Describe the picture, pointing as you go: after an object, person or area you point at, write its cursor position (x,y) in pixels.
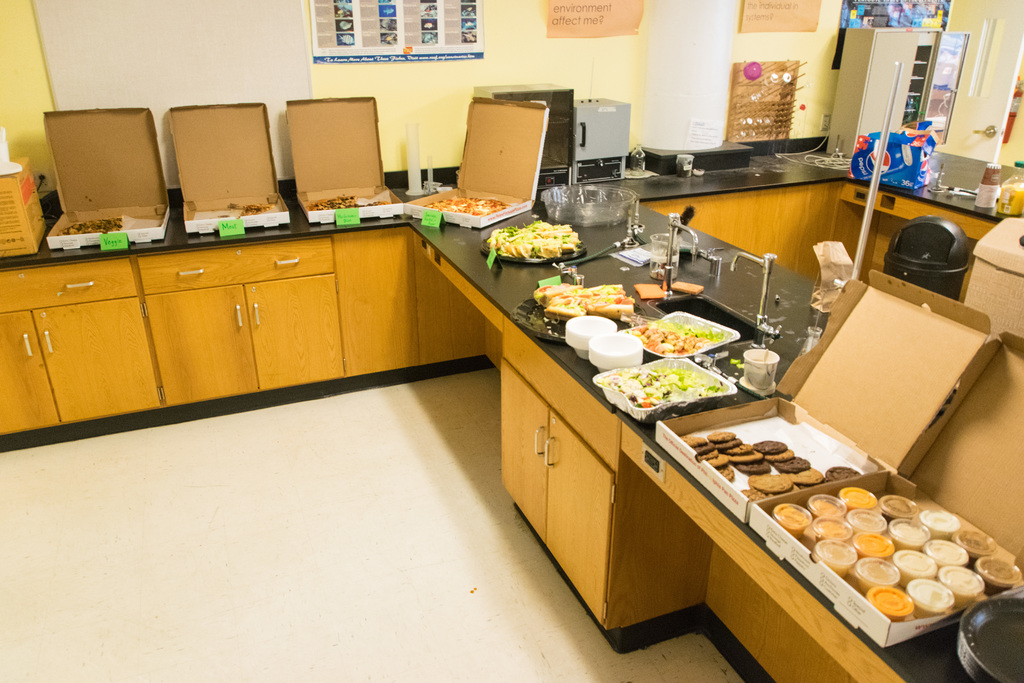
This is a picture of the kitchen (635,425), in this picture in the center (441,307) there is one table (733,290). On the table (753,292) there are some boxes (113,214), plates (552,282) and some bowls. In the boxes (756,407) there are some cookies (785,483), pizzas (79,223) and in the box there are some food items (616,299) and also there are some taps (693,241). On the right side (844,158) there is a table (904,170), on the table (865,163) there are some packets (860,176), bottles (1002,207), and dustbins (960,268). In the background (775,50) there is a wall (438,88), on the wall (820,73) there are some posters (453,39) and also there is one box (908,60) and door (971,78) at the bottom (298,594) there is a floor (320,582).
